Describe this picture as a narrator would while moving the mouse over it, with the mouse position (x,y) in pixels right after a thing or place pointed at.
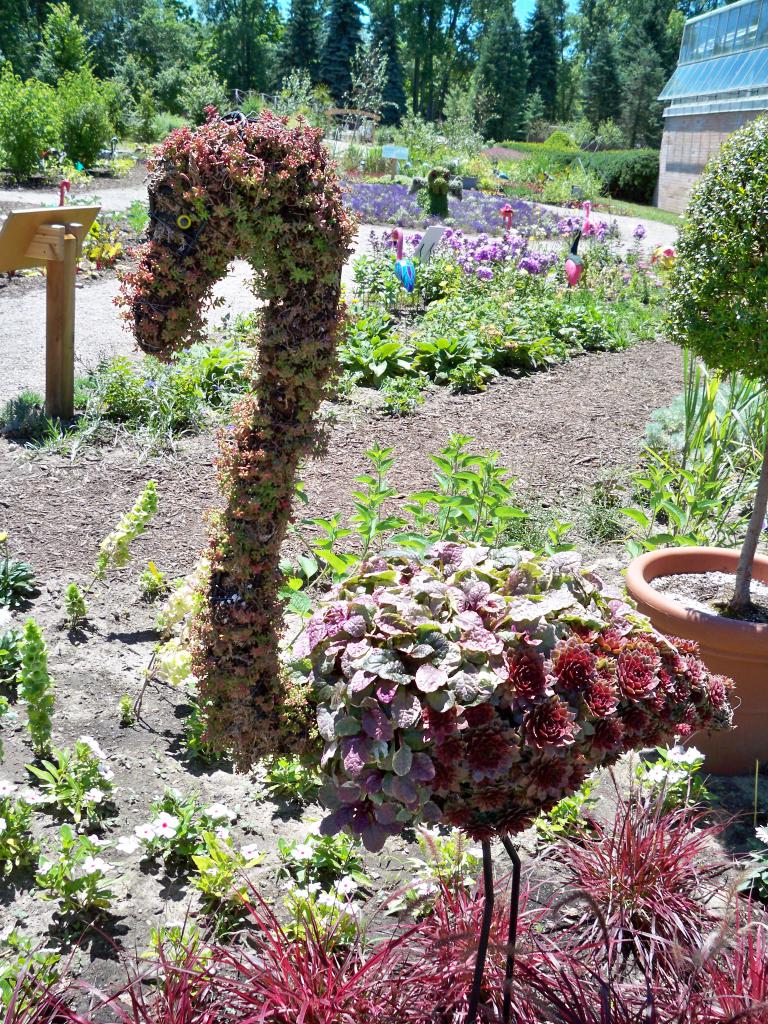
In this picture we can see some flowers (532,726) and plants (586,669) here, at the right top of the picture (690,142) we can see a house (718,108), in the background (231,41) there are some trees (151,67).
